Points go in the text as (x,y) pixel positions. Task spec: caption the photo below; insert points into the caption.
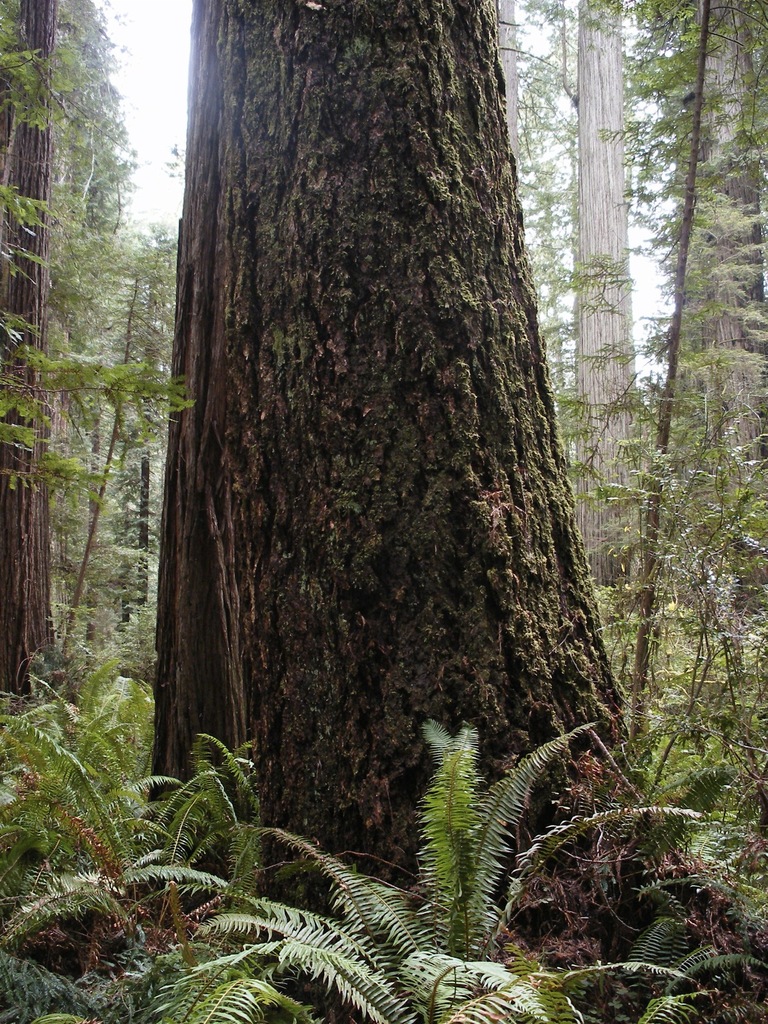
In the picture we can see a forest area (304,785) with a tree trunk (253,683) and some plants (231,822) near it and behind it we can see full of trees (156,451) and sky (130,178).
